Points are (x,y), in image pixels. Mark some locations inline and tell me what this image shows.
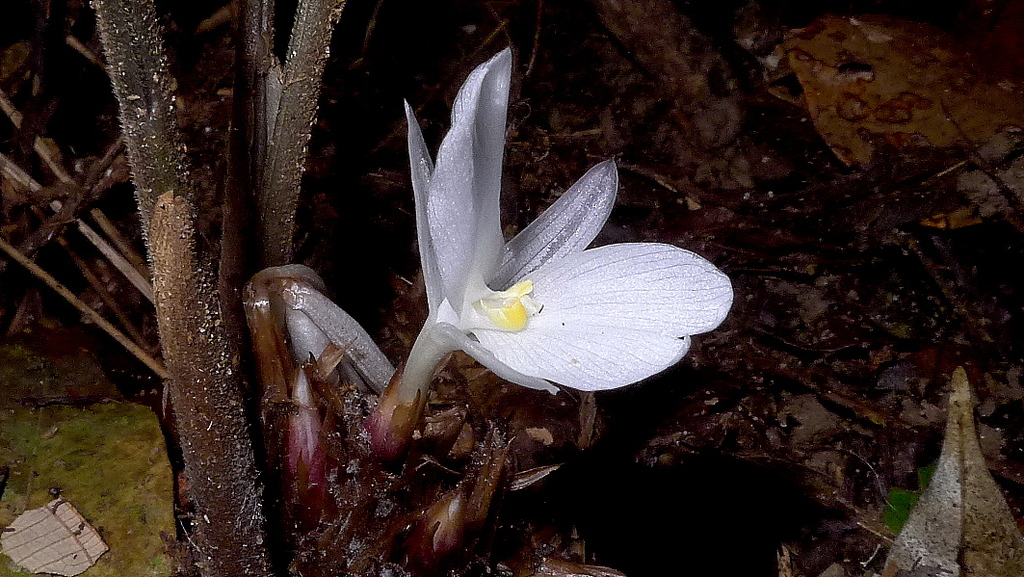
In this image we can see a white flower (420,364) of a plant (348,487).
